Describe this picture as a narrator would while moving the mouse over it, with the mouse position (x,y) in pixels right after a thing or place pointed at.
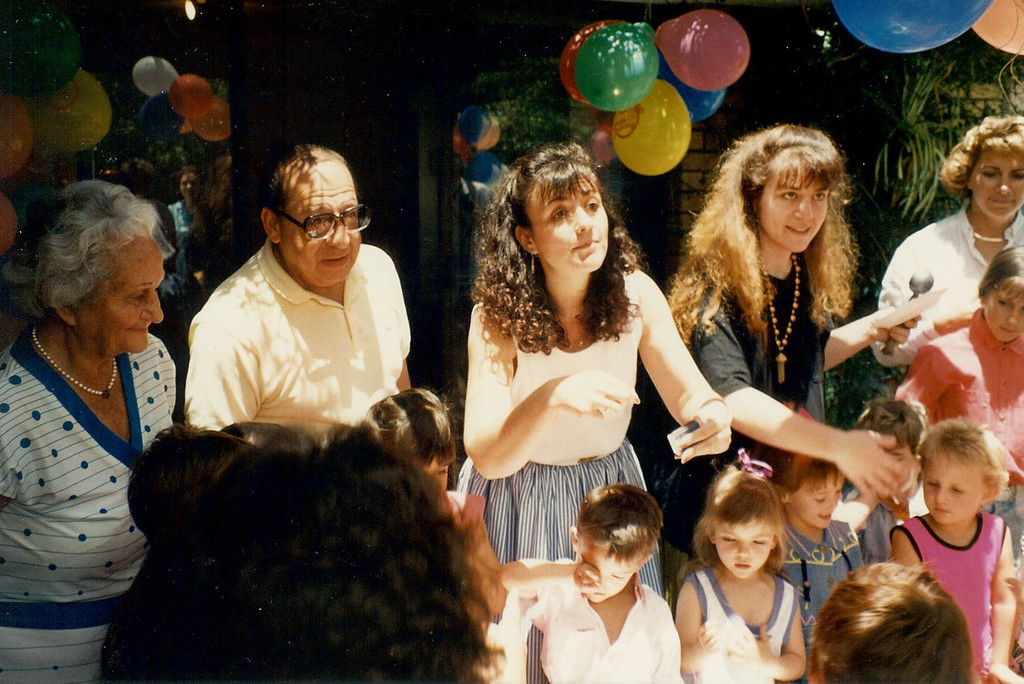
In the picture we can see some men (224,318) and women (909,262) with their children (965,551) in the birthday party and to the ceiling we can see some balloons (897,30).
